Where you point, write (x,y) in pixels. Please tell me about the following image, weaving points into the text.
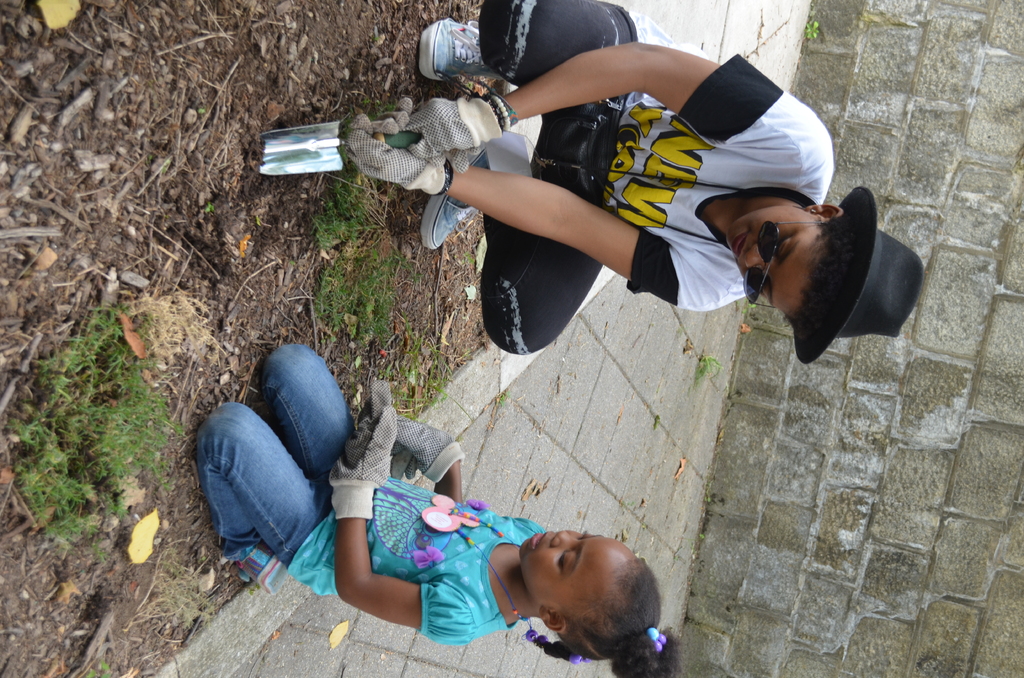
In this image, we can see woman (545,309) and girl (354,550) are on the ground (135,232). They are wearing gloves (442,135). Woman (427,137) is holding some object (310,153). Here we can see plants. Right side of the image (749,361), there is a wall (824,464) and walkway (589,472).
